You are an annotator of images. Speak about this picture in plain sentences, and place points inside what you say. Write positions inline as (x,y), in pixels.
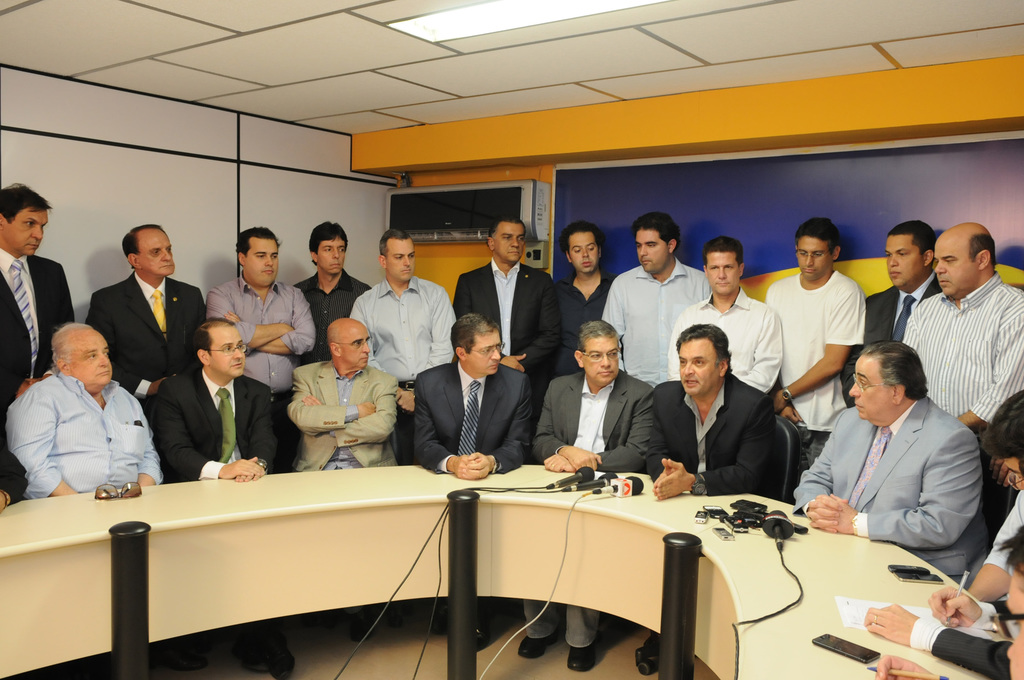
There are few people (417,316) standing and few people (309,442) sitting on the chairs (788,432). This is the table (641,517) with mike's (583,485), mobile phones (732,521), paper (846,620) and goggles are placed on it. This looks like an air conditioner (460,215), which is attached to the wall (552,189). This is the ceiling light (465,33), which is attached to the roof (362,37). This looks like a banner (778,193).
